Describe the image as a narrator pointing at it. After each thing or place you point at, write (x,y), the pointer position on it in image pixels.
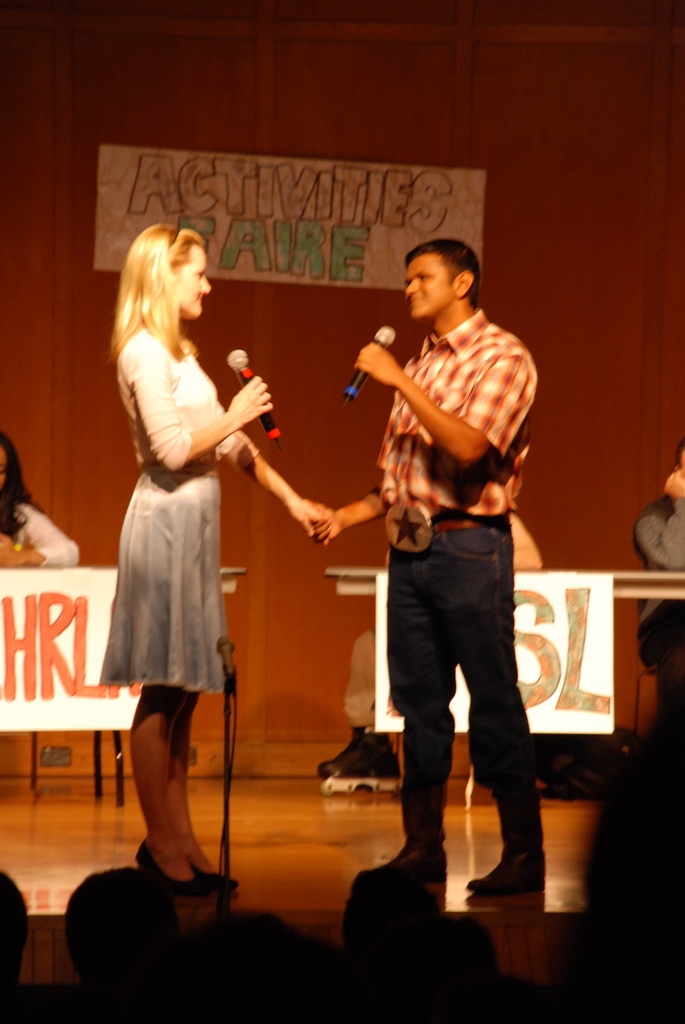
Here we can see a man (483,322) and a woman (260,408) holding mike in their hands (241,410) and standing on the platform (472,898). Behind to them we can see persons (653,528) sitting on chairs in front of a table (38,641). On the background (393,245) we can see a board (412,229). Near to the platform (457,862) we can see audience (392,994).
